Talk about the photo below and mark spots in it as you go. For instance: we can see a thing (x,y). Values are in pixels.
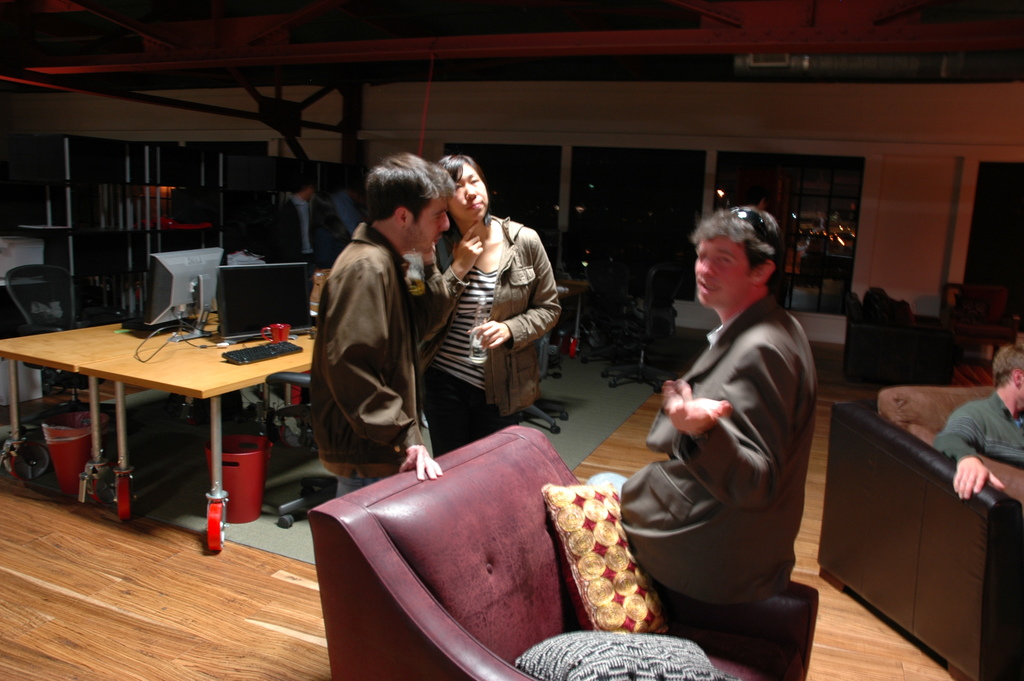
This is the picture inside the room (204,657). There are group of people (534,358) in the image. There is a computer (196,270), keyboard (251,355), wires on the table (125,338). At the bottom (181,496) there is a mat (249,537).
